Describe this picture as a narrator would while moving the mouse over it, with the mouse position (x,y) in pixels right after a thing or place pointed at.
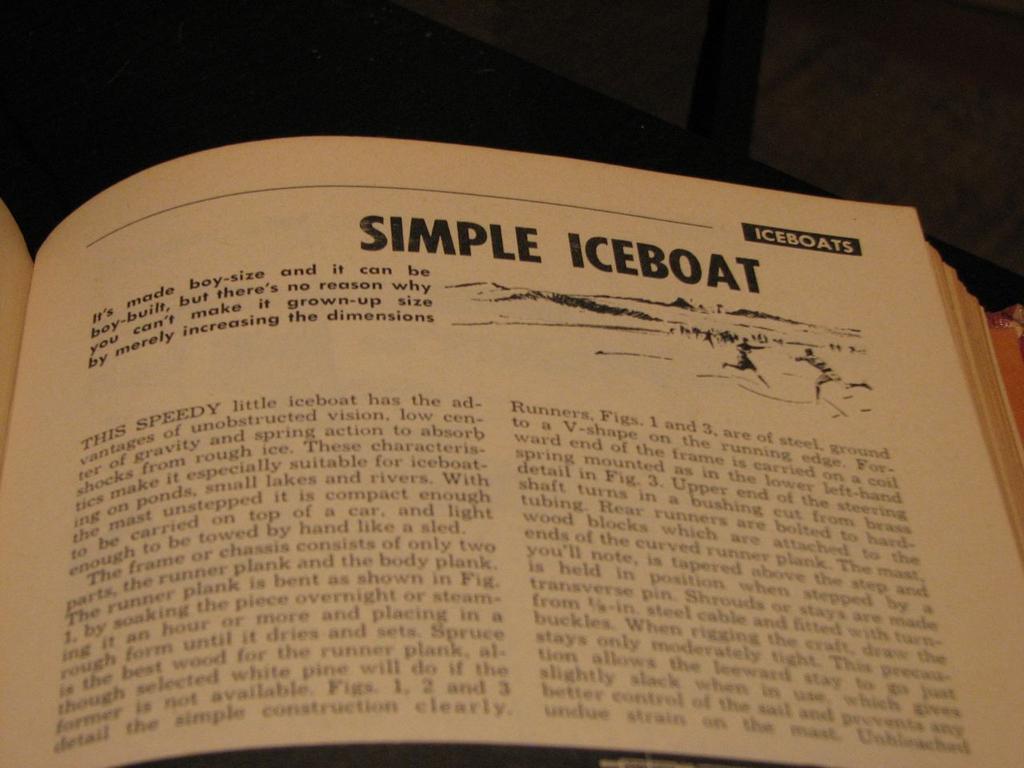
In this image I can see a book (521,460) which is cream in color on the black colored surface (358,67) and I can see few words (382,282) written with black color on the book (602,431).
